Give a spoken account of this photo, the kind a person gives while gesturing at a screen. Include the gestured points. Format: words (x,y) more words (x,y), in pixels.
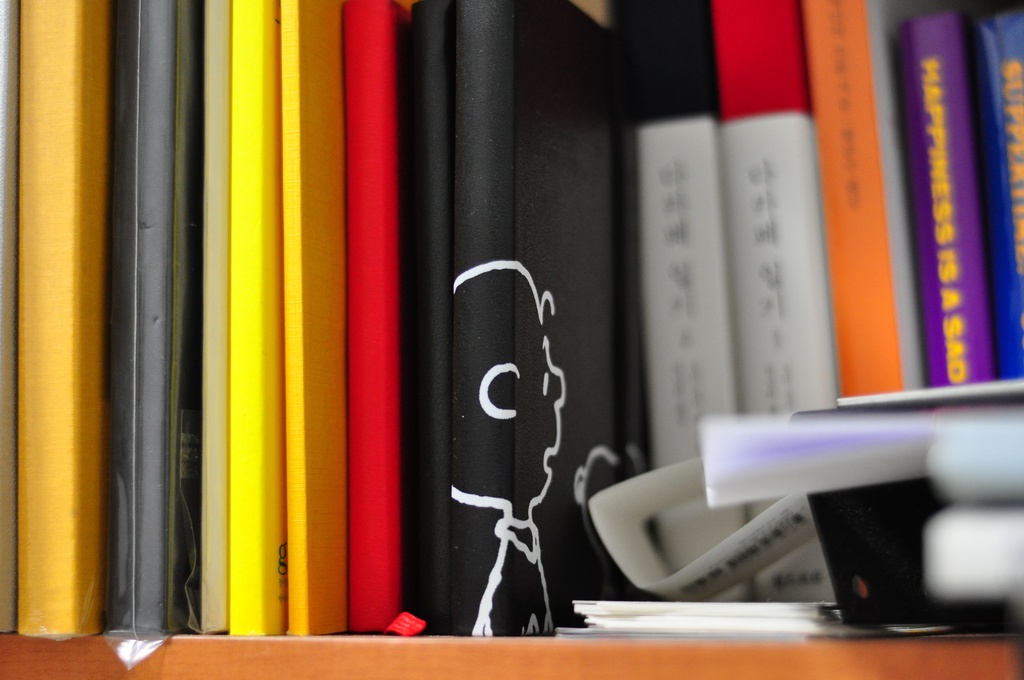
In this image we can see a group of books (475,246) on a wooden surface (327,679). On the right side (933,529), we can see a few objects (904,546).
